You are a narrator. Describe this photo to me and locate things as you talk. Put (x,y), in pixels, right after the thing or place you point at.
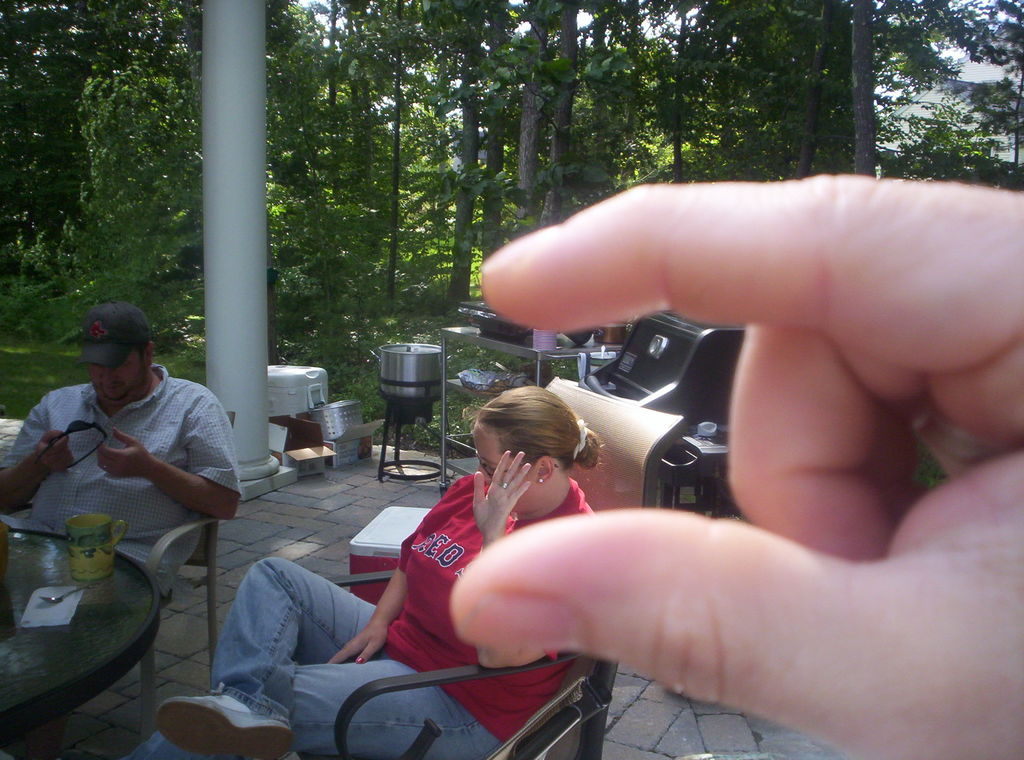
In the photograph there is a hand (916,283) beside the hand (645,313) there is a table (65,556) in front of the table (46,566) there are two people (155,460) sitting a man (204,470) and a woman (379,644), behind them there is a white color pillar (234,361), a barbecue grill (643,388) and some cooking utensils (405,362), in the background (353,234) there are a lot of trees (702,96) and sky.
